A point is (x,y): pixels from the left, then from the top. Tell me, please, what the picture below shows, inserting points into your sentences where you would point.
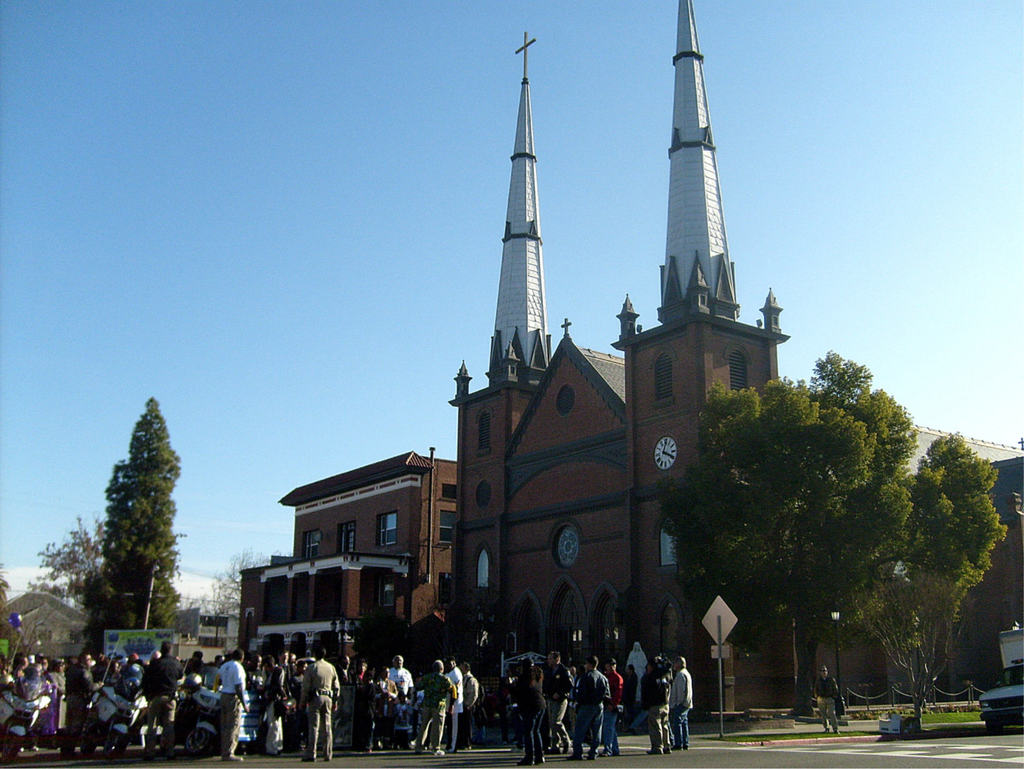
In the image I can see the ground (707,732), number of persons (467,723) standing on the ground (757,765), few poles (719,682), few trees (807,661), few vehicles (218,739), few boards (155,647) and few buildings (522,508). I can see a clock (665,445) to the building (648,492) and in the background (9,572) I can see the sky (338,176).
